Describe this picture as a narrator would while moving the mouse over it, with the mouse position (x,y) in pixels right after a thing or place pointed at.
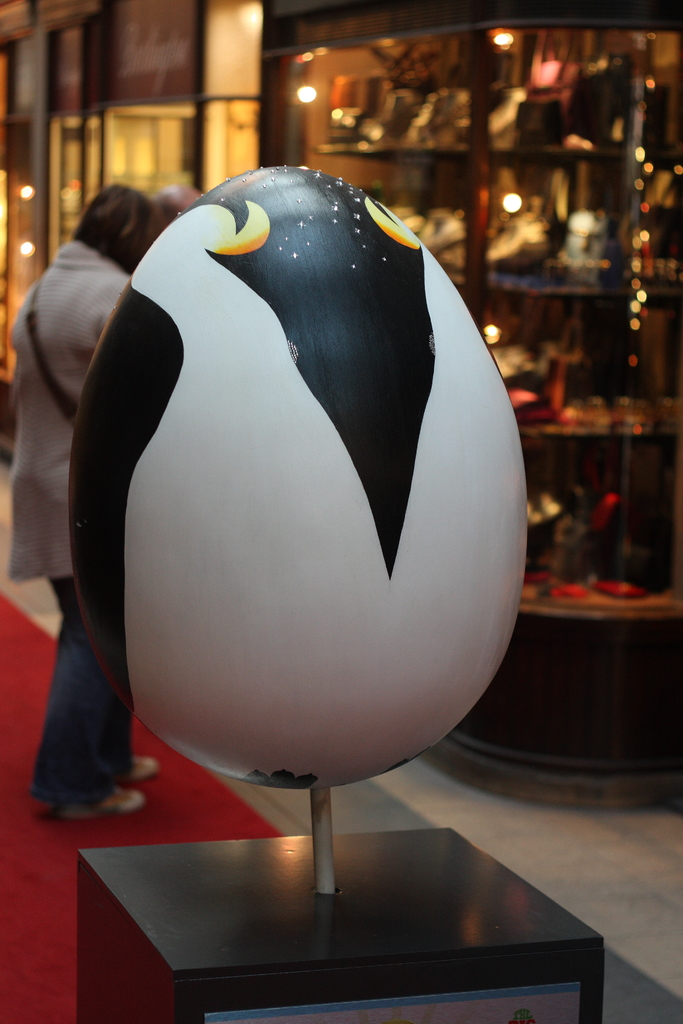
In the middle of the image (317,575) we can see an object (317,575) in the shape of an egg and we can see painting (355,523) on it, in the background (77,314) we can find few lights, a person (126,225) and few things (542,221) in the racks (523,185).
